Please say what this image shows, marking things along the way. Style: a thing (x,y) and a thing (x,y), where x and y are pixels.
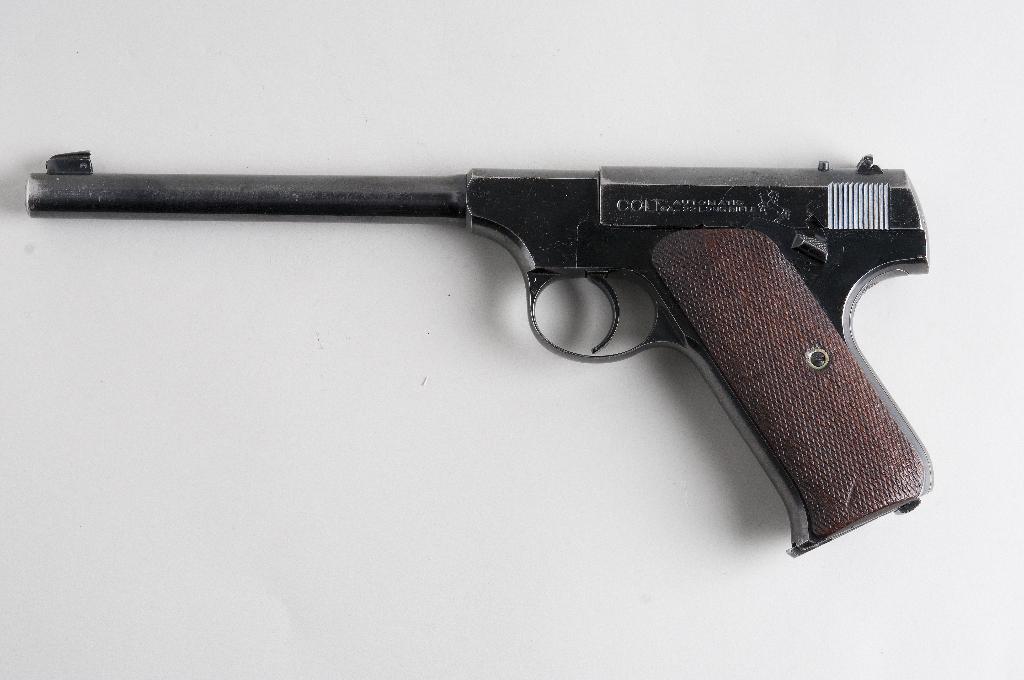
In the image we can see there is a pistol (543,250) kept on the table (618,427).
